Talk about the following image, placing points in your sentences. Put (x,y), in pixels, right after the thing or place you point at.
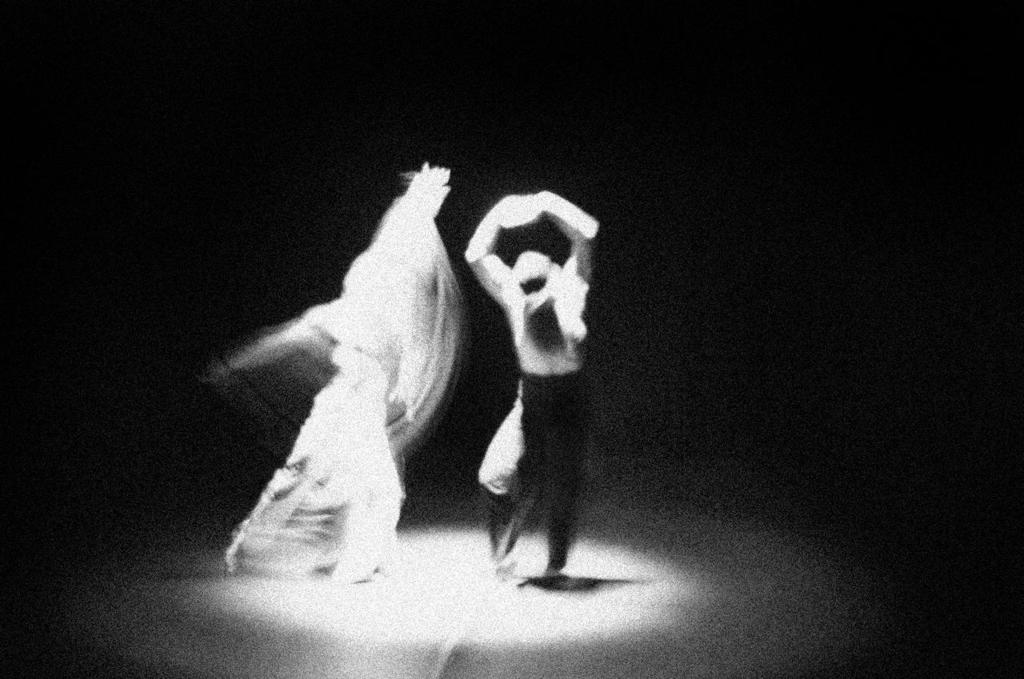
In this image we can see two persons (366,377) are dancing, and the picture is blurred.
